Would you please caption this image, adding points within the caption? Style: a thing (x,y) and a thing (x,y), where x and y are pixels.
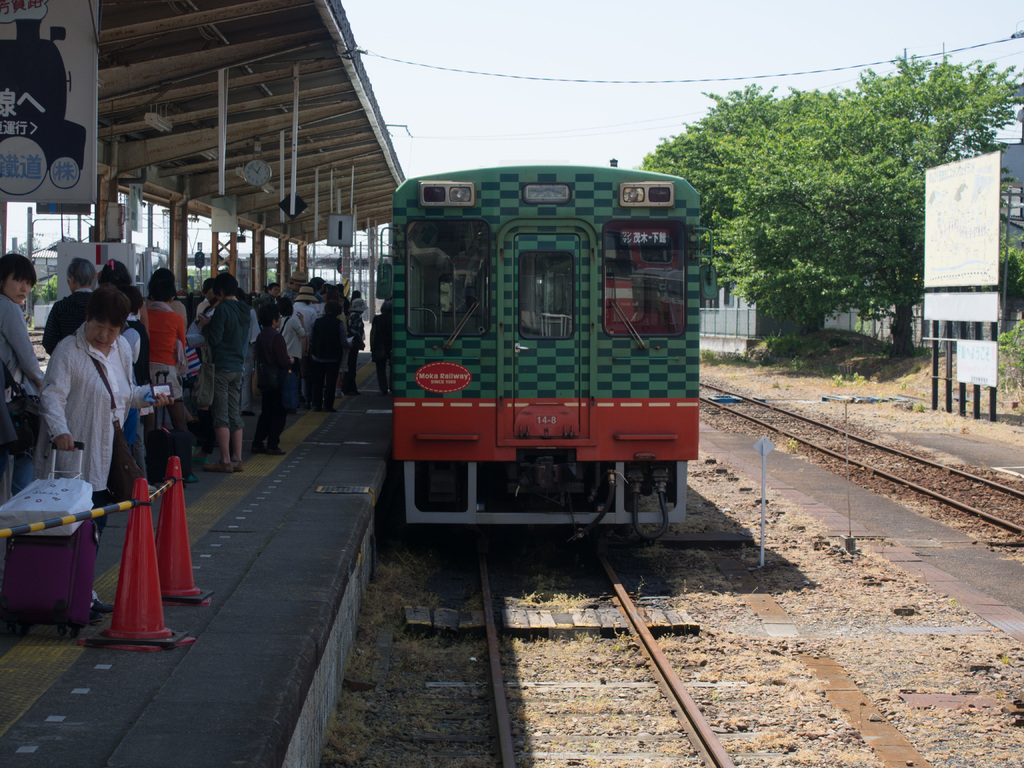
This is a railway station (833,489). In the middle of the image (545,307) there is a train (472,365) on the railway track (556,627). On the left side (109,400) many people (235,339) are standing on the platform (225,634). On the right side (985,358), I can see a board (978,214), trees (824,254) and building (727,312). At the top (568,55) I can see the sky (524,45).
